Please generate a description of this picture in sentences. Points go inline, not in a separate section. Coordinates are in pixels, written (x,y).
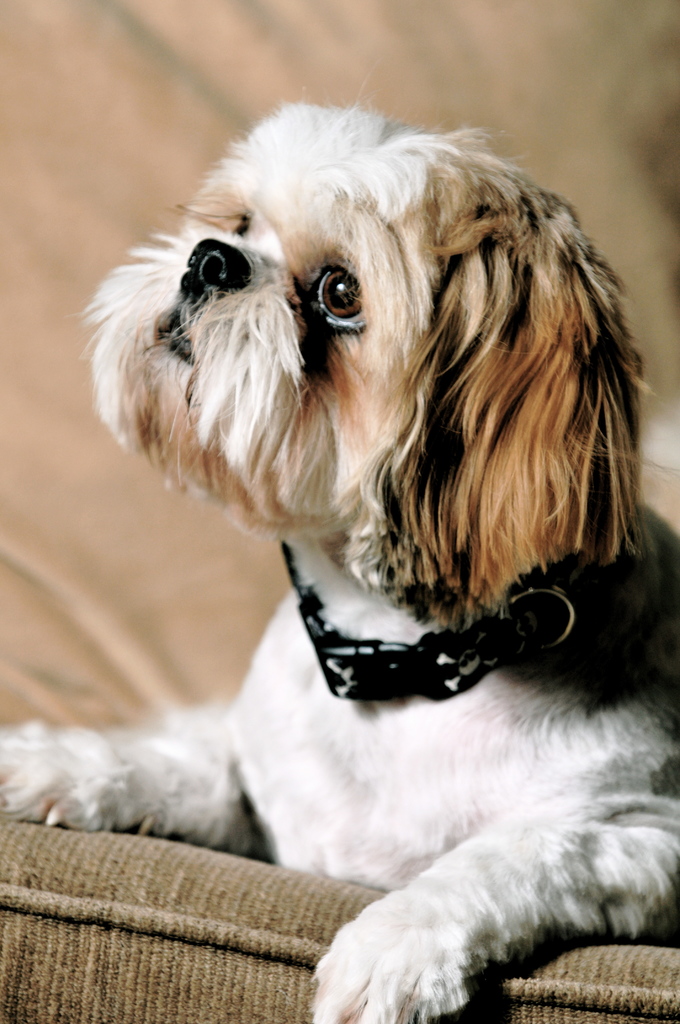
In the front of the image (527,734) there is a dog (440,830) and object (236,916). In the background of the image (55,522) it is blurry. Dog (457,975) wore belt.
